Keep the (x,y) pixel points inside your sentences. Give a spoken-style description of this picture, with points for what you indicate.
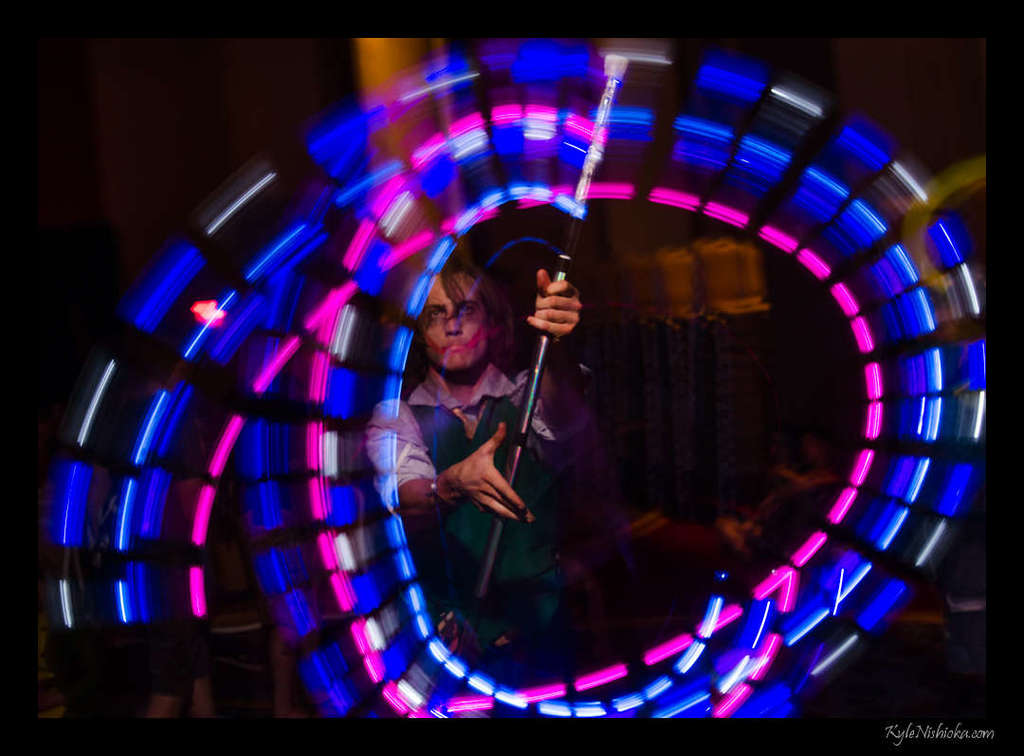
In the foreground of this picture (558,330), there is a person (468,351) standing and holding a stick (586,178) like an object (580,195) through which lights (509,122) are emitted and we can see a circular motion of light rays (478,710) by the stick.
